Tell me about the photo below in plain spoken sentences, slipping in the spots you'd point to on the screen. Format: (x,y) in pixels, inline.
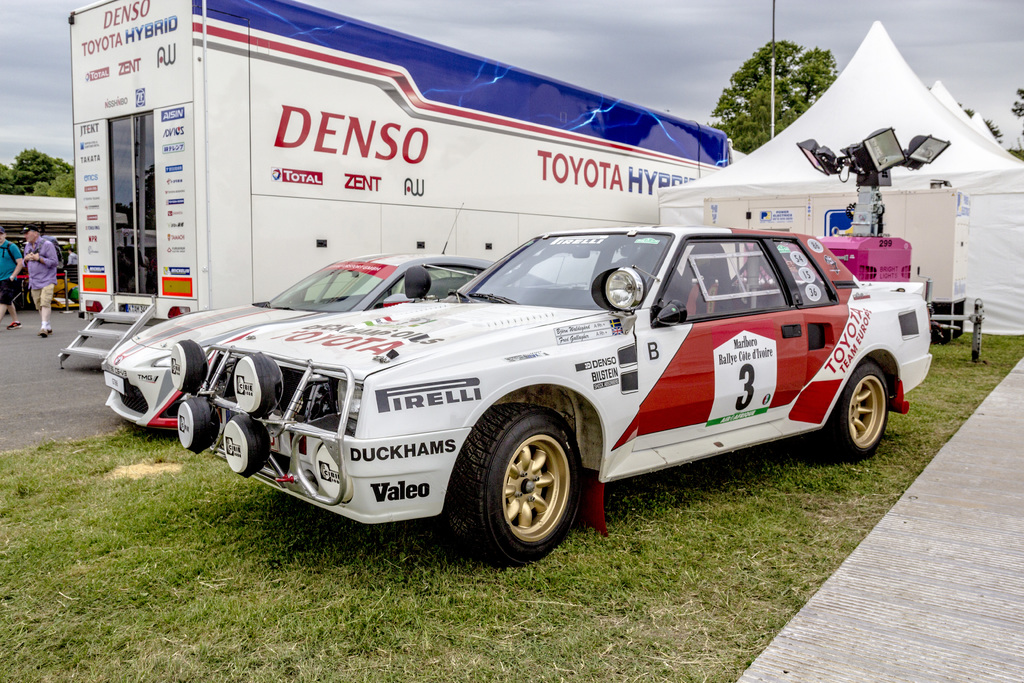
In the image we can see there are cars (290,399) and other vehicles (194,195) parked on the ground (142,561). There is grass (202,576) on the ground (672,572) and its written ¨Denso¨ on the vehicle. There are tents (1006,253) and there are trees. Behind there are people (34,246) standing on the road (51,388) and the sky (789,12) is cloudy.
